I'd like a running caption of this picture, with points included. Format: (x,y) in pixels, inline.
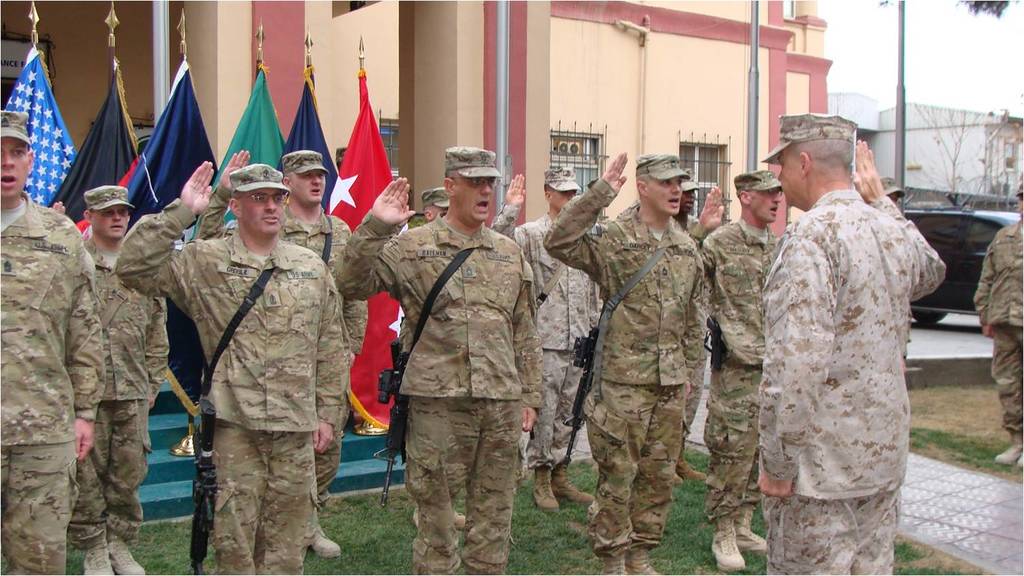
In this picture we can see a group of men (445,470) standing on the grass (676,547), vehicle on the ground (689,546), flags (46,168), buildings (483,101), poles (497,104), trees (932,136), some objects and in the background (964,56) we can see the sky (952,50).
